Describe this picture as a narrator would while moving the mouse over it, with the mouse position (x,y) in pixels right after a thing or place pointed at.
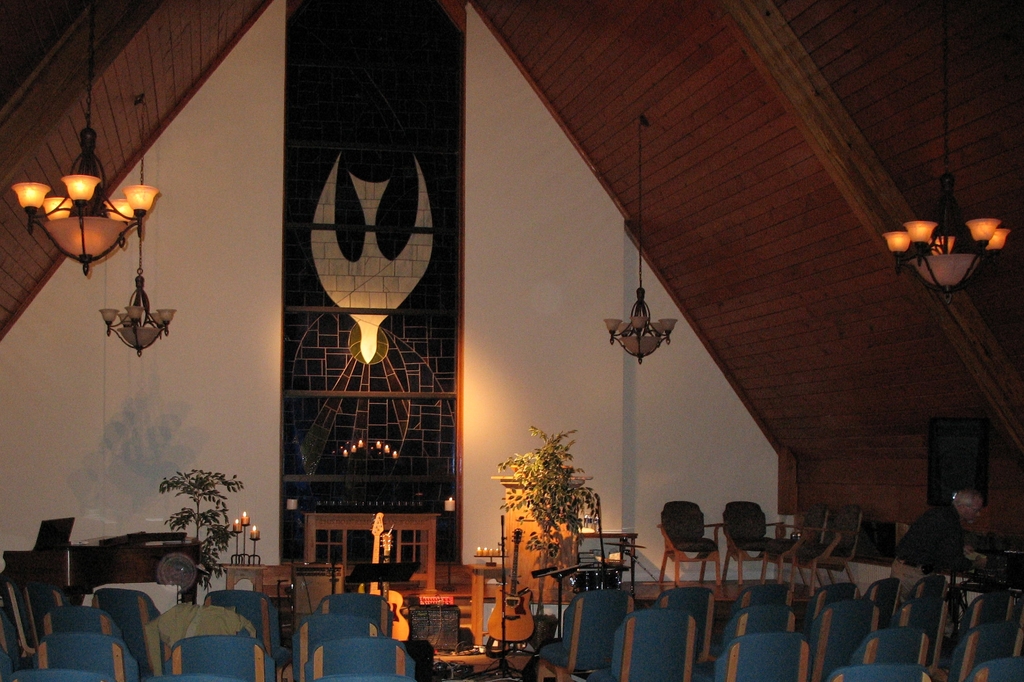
In this image there are chairs (250,616), plants (554,552), tables (308,557), on that tables (478,576) there are candles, at the top (606,59) there is a roof (729,83) and there are lights (946,283), in the background (224,358) there is a wall (559,168).
